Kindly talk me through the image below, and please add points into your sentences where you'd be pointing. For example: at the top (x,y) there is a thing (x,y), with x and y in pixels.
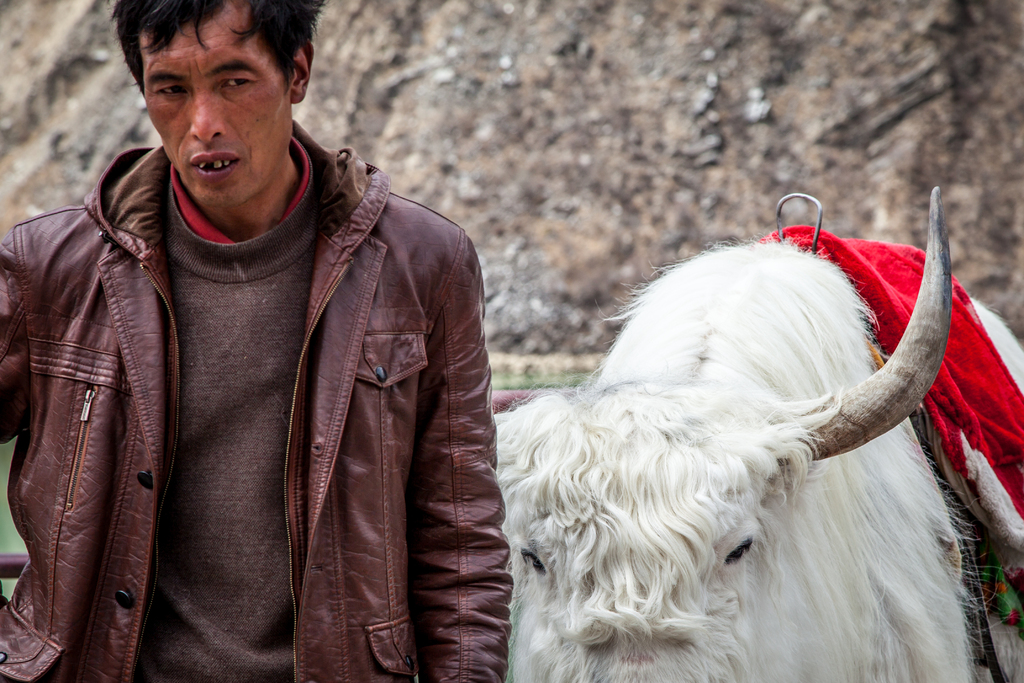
In this image in the front (400,422) there is a man (197,311) and there is an animal (715,470) and in the background (495,68) it looks like a wall (611,116). In the center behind the man (47,552) there is an object (16,572) which is red in colour, which is visible.
